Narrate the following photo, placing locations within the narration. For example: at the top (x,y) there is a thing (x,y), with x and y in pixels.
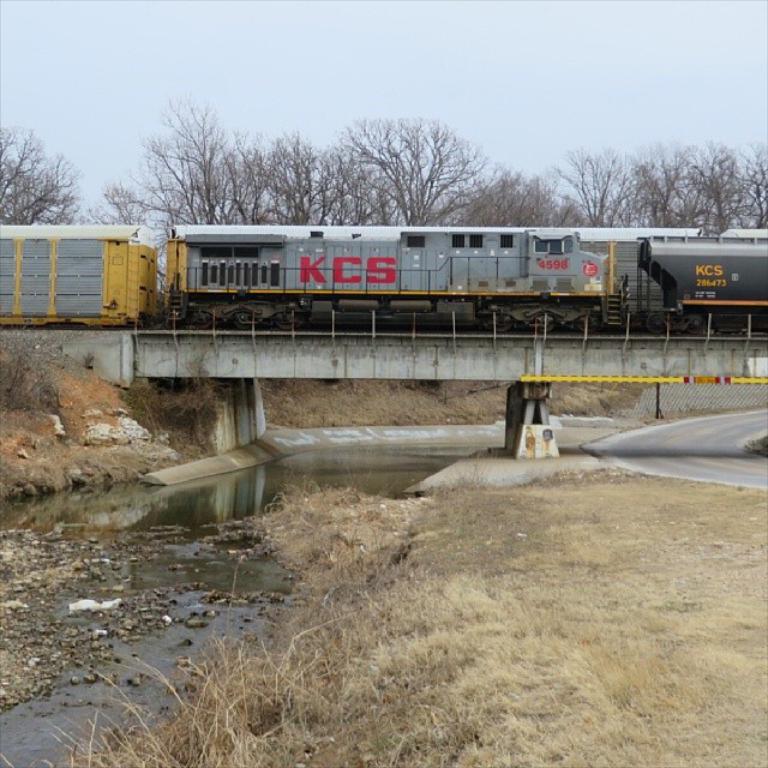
There is a train (552,252) on the track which is on the bridge (535,366) and there are water (192,631) in the left corner (204,603) and there are trees (389,197) in the background (419,181).
